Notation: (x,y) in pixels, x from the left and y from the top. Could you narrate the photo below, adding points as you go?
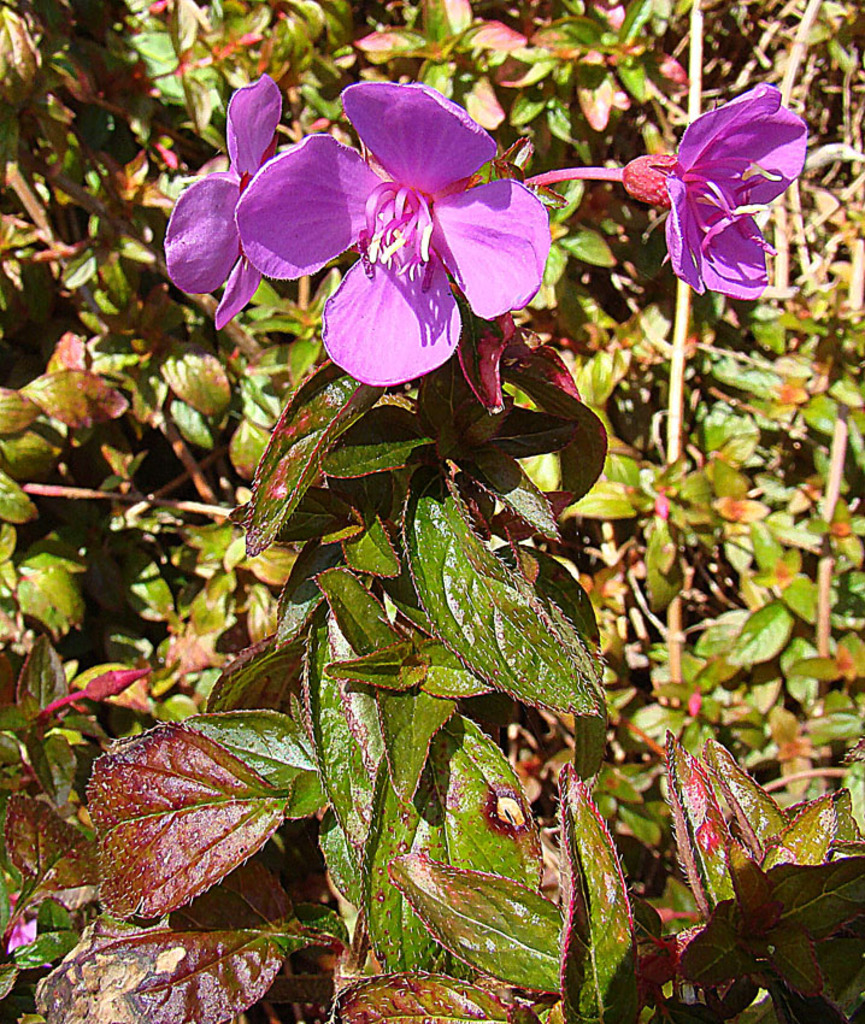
In this image we can see purple colored flowers (369,192), and buds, also we can see some plants (452,500).
